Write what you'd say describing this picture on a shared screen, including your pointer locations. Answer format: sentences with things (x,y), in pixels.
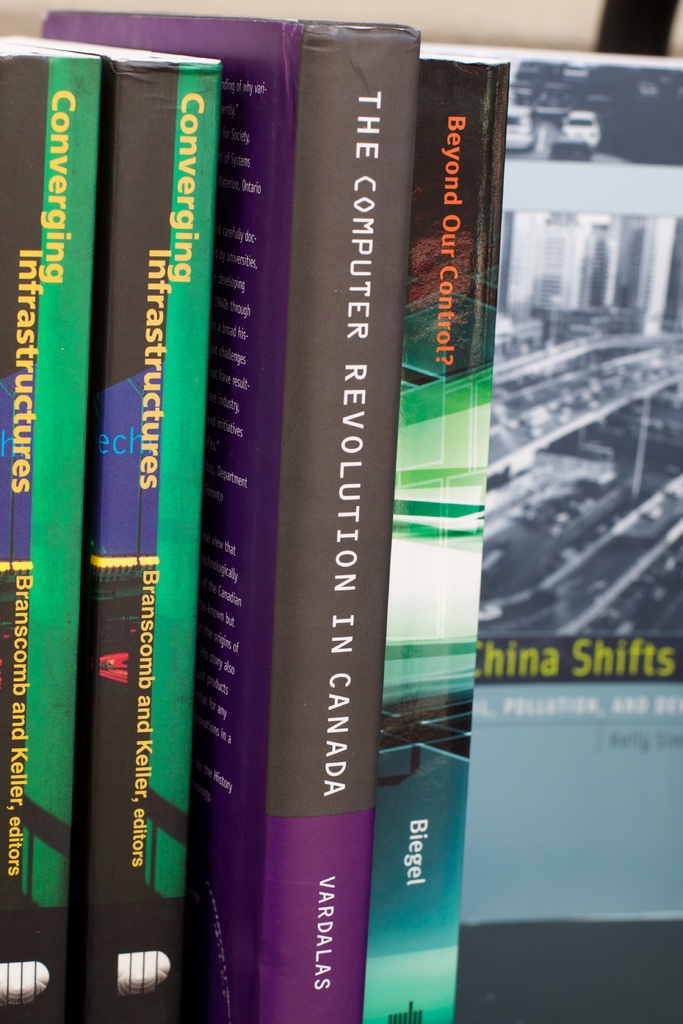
In this image I can see few books (532,578) and on these books (283,312) I can see something is written.
